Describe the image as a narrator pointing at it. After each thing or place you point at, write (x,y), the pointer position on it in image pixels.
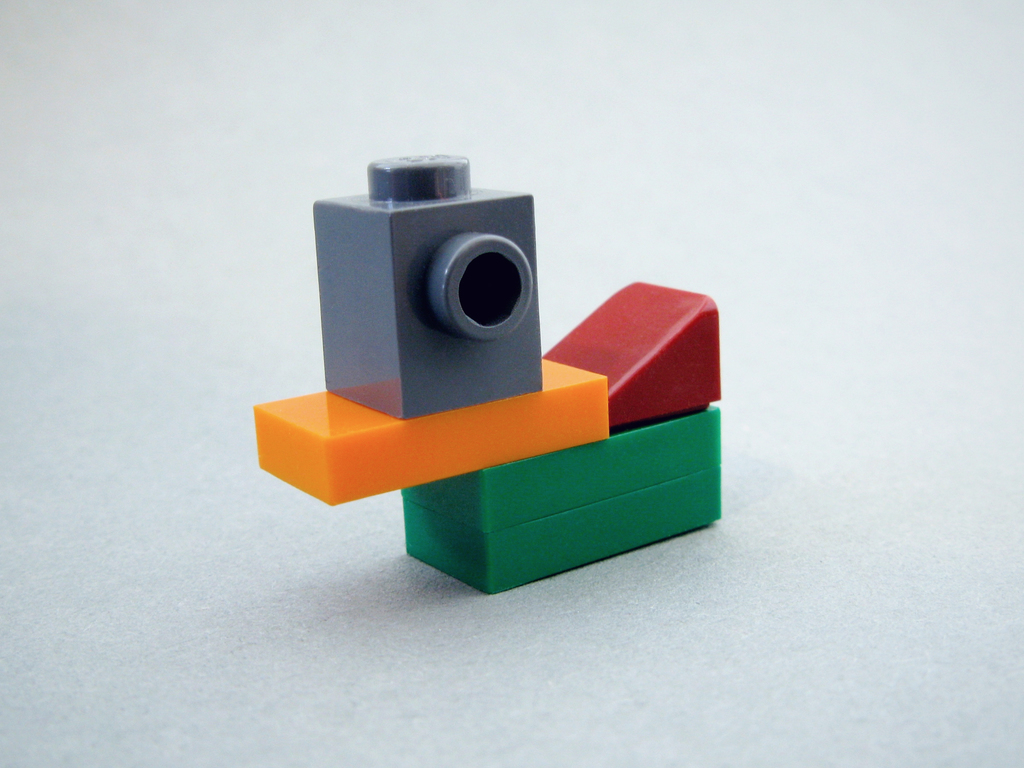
In this image I can see few blocks (572,546) in multi color and I can see the white color background (654,13).
